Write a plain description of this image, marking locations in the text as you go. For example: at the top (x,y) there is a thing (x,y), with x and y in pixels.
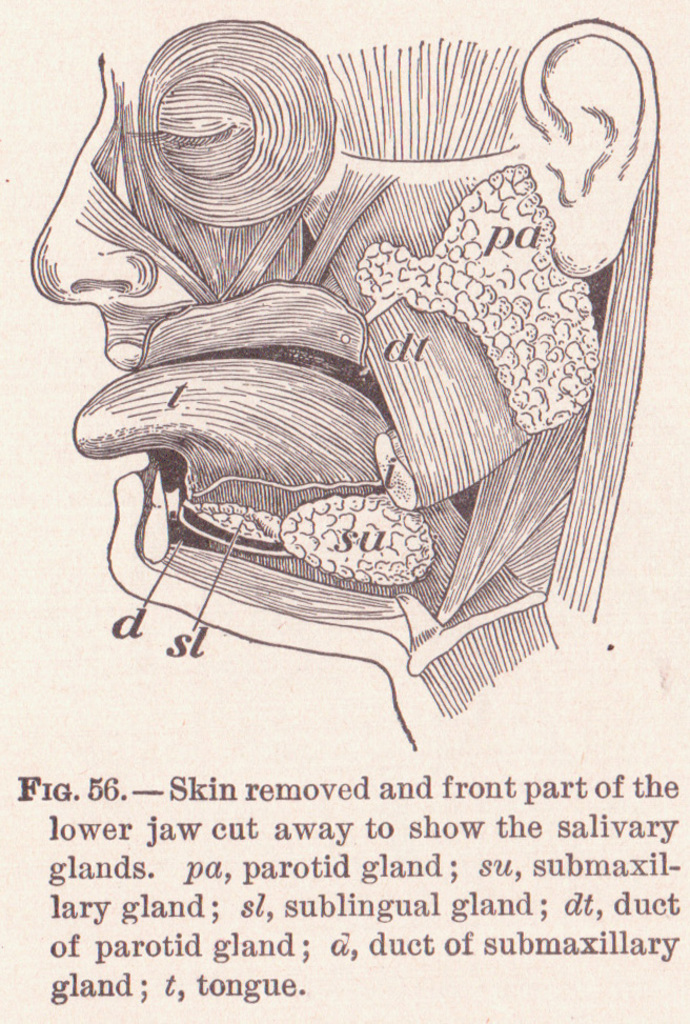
In this image, I can see the picture (487,559) of the internal parts (487,544) of the face (424,450). This is the paragraph (380,833) below the picture (405,690).
